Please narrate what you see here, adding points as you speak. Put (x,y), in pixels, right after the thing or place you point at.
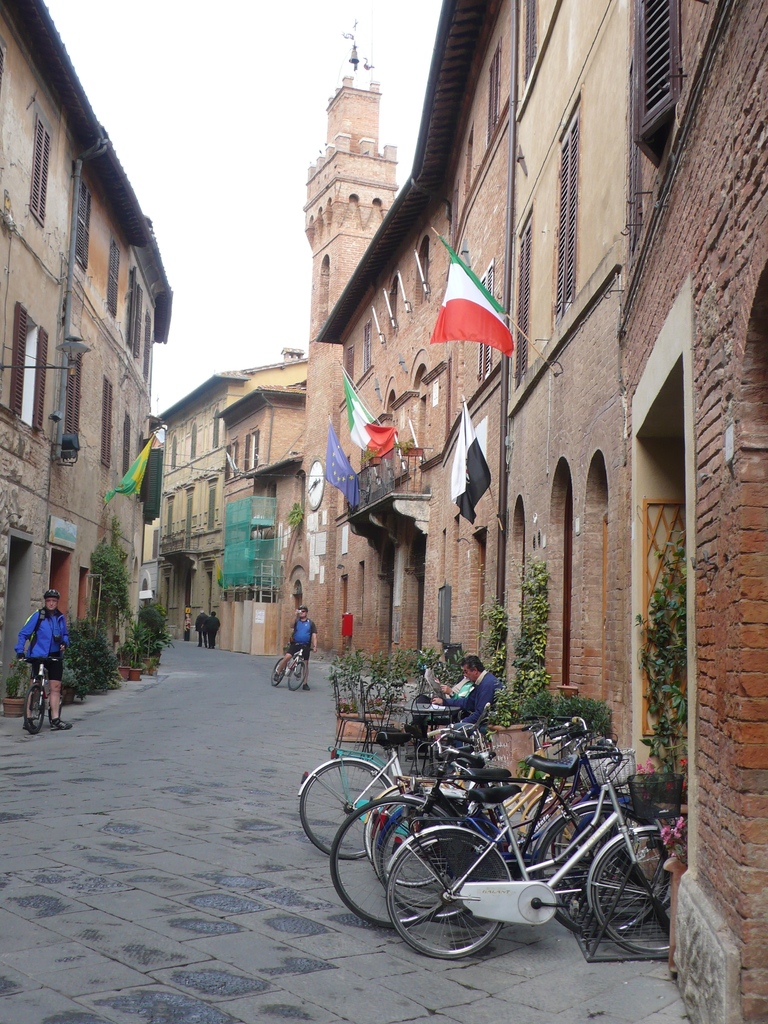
In the picture we can see bicycles (579,818) are parked near the wall (758,1002), we can see the table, person (447,701) sitting on the chair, we can see plants (11,674), flower pots (21,705), these two persons (46,664) wearing blue color dresses (67,629) are riding the bicycles (36,716) on the road (135,820), we can see flags (463,333), buildings (278,501) on either side of the image bell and the sky (291,173) in the background (209,228).
